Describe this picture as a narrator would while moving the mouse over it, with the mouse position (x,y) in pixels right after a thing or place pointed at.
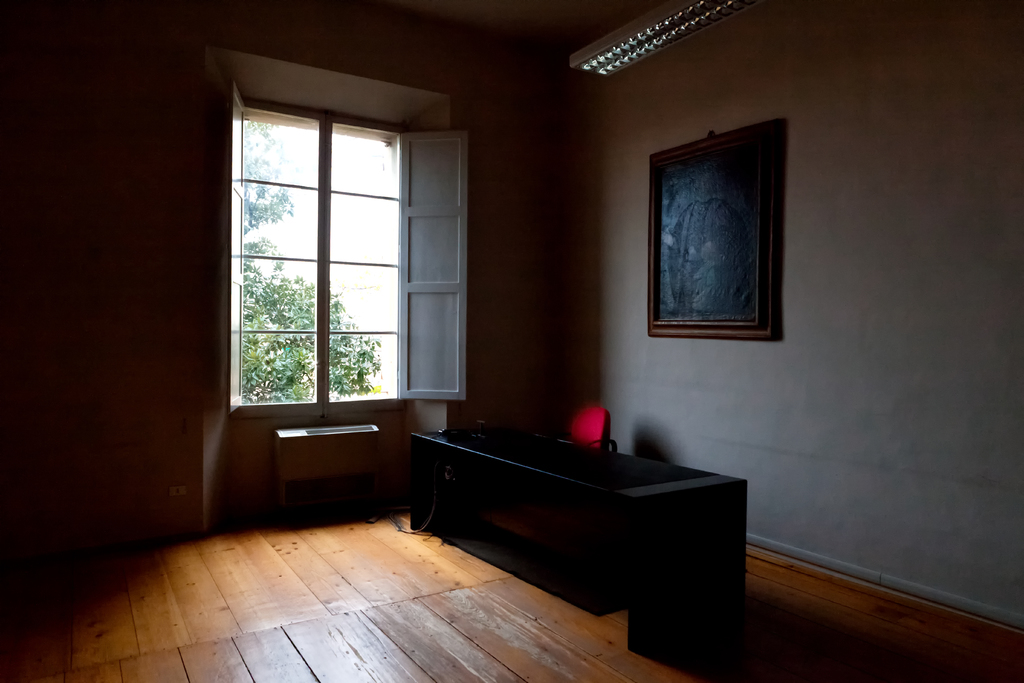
In this image we can see wooden floor (461,576), table (662,586), frame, walls (643,327), window (461,292), lights (729,7), and objects (608,429). Through the window (315,264) we can see branches (275,328) and leaves (335,297).
